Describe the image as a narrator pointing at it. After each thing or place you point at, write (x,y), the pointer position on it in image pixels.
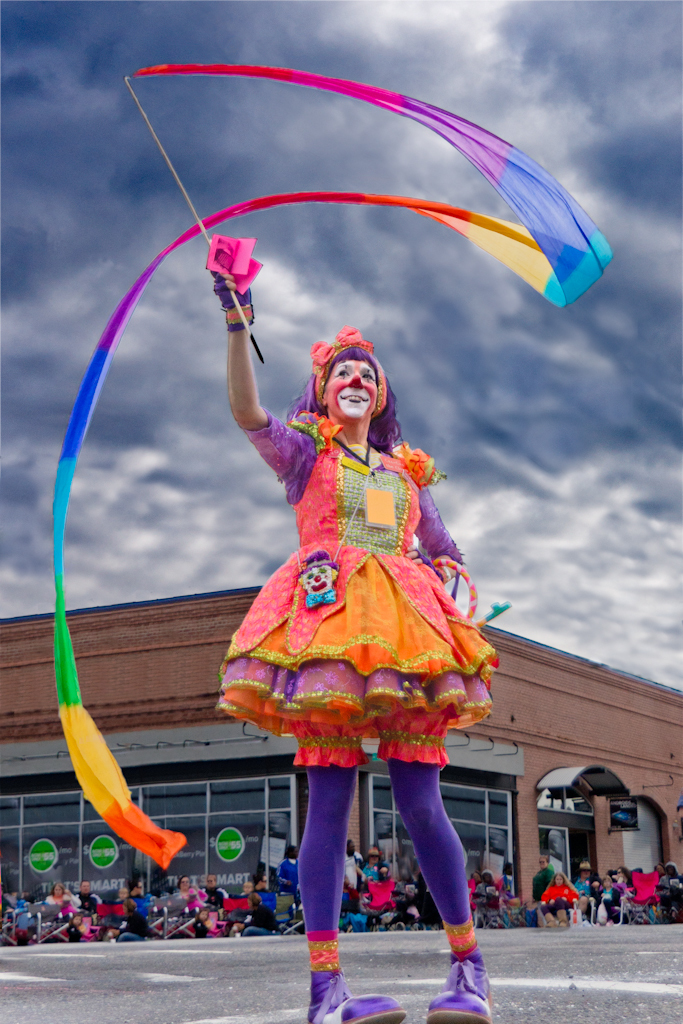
In this picture we can see a person (248,664) wearing a costume (336,553) and holding objects (542,244) in one hand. We can see an object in the other hand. There are a few people (266,880) visible from left to right at the back (673,897). We can see a building (240,838) in the background (217,687).
